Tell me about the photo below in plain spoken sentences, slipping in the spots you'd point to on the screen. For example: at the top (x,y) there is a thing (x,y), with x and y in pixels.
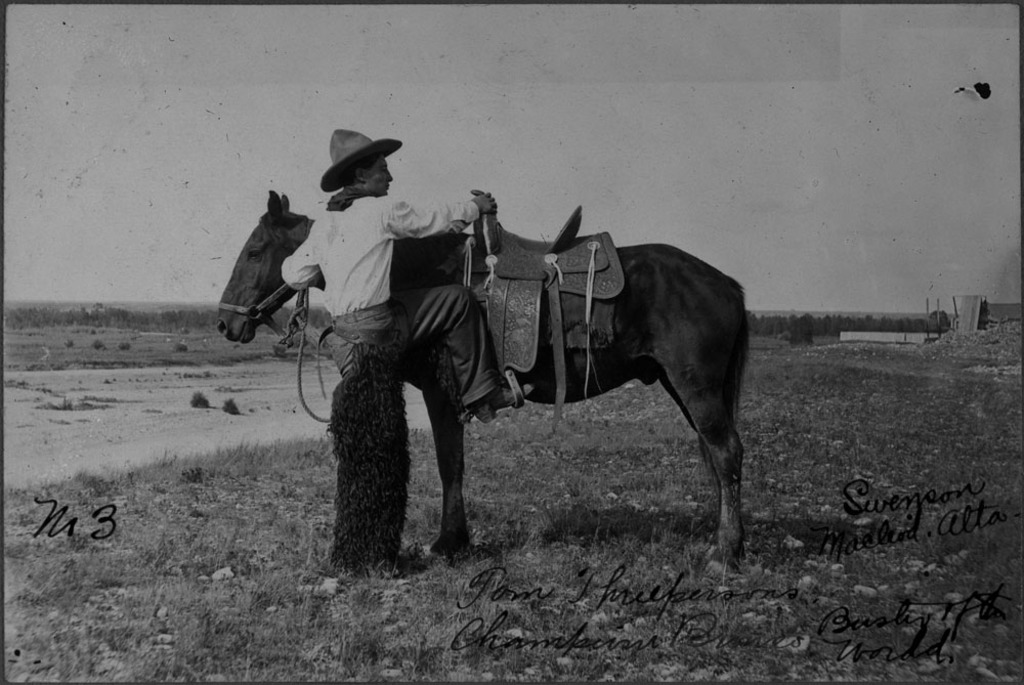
On the grass (622,570) there is a horse (689,327) standing. A man (357,268) with white shirt (365,252) is climbing a horse (398,278). On his head (370,182) there is a hat (340,145).
